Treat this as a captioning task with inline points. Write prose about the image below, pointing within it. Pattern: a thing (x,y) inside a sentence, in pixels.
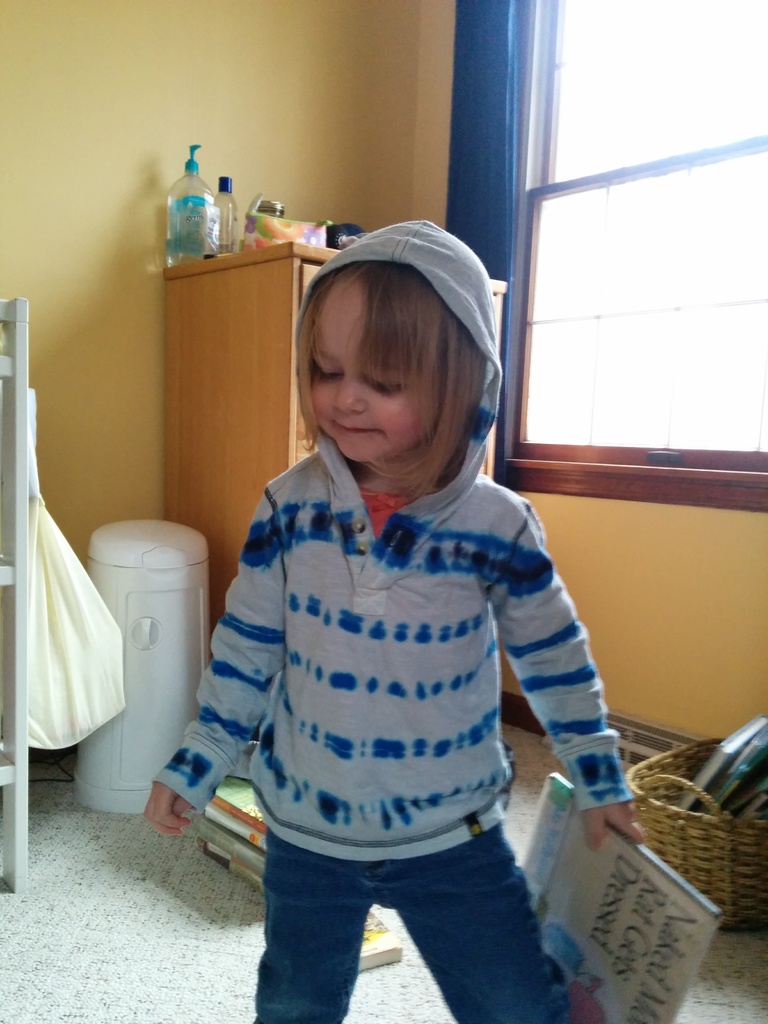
In the center of the image (308,388) we can see a kid (276,659) standing on the floor (520,819) and holding a book (555,934). In the background (168,205) we can see basket (753,843), books (701,775), bottles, packet (318,230), cupboard (225,299), curtain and window (631,55).
